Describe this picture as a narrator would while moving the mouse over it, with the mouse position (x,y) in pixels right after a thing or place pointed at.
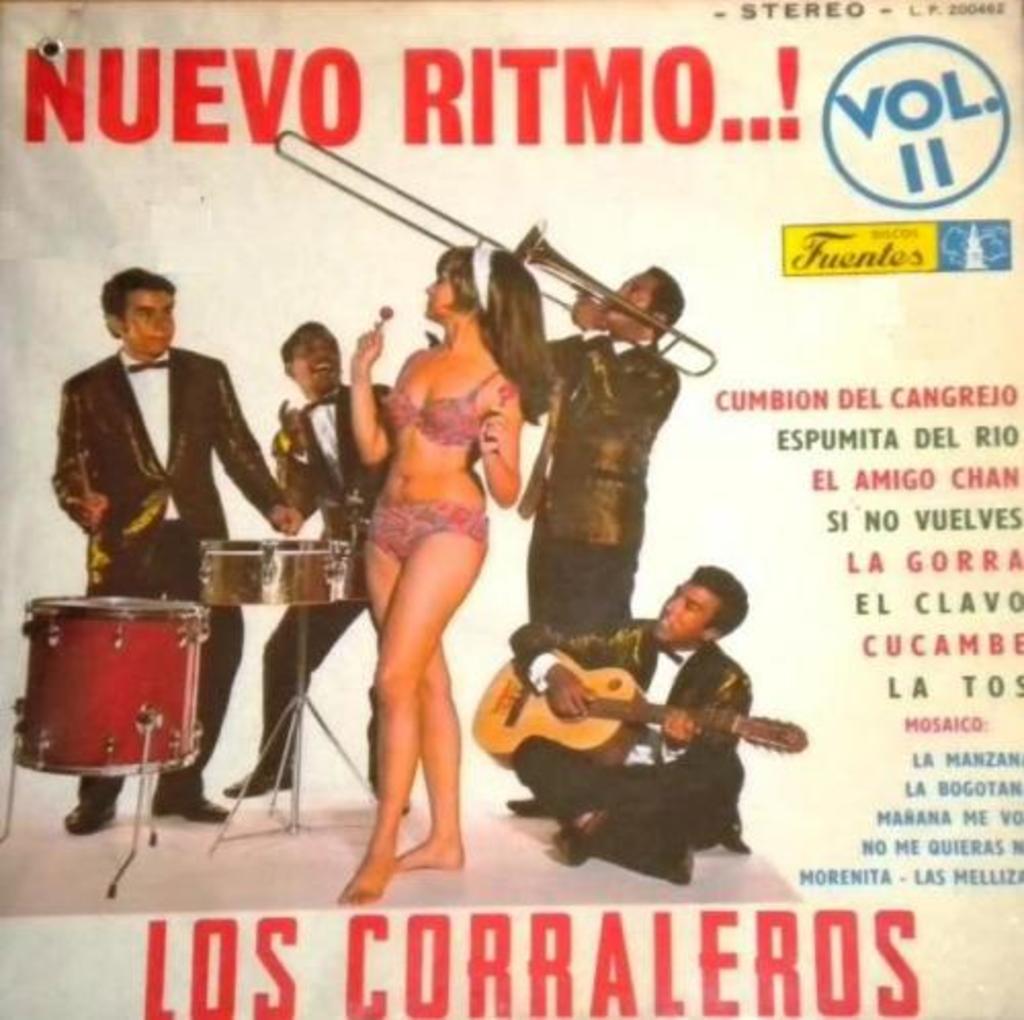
In the image there is a poster (646,203) on the poster (410,723) few people (551,382) are playing some musical instruments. In the middle of the image (439,348) a woman (381,341) is standing.
